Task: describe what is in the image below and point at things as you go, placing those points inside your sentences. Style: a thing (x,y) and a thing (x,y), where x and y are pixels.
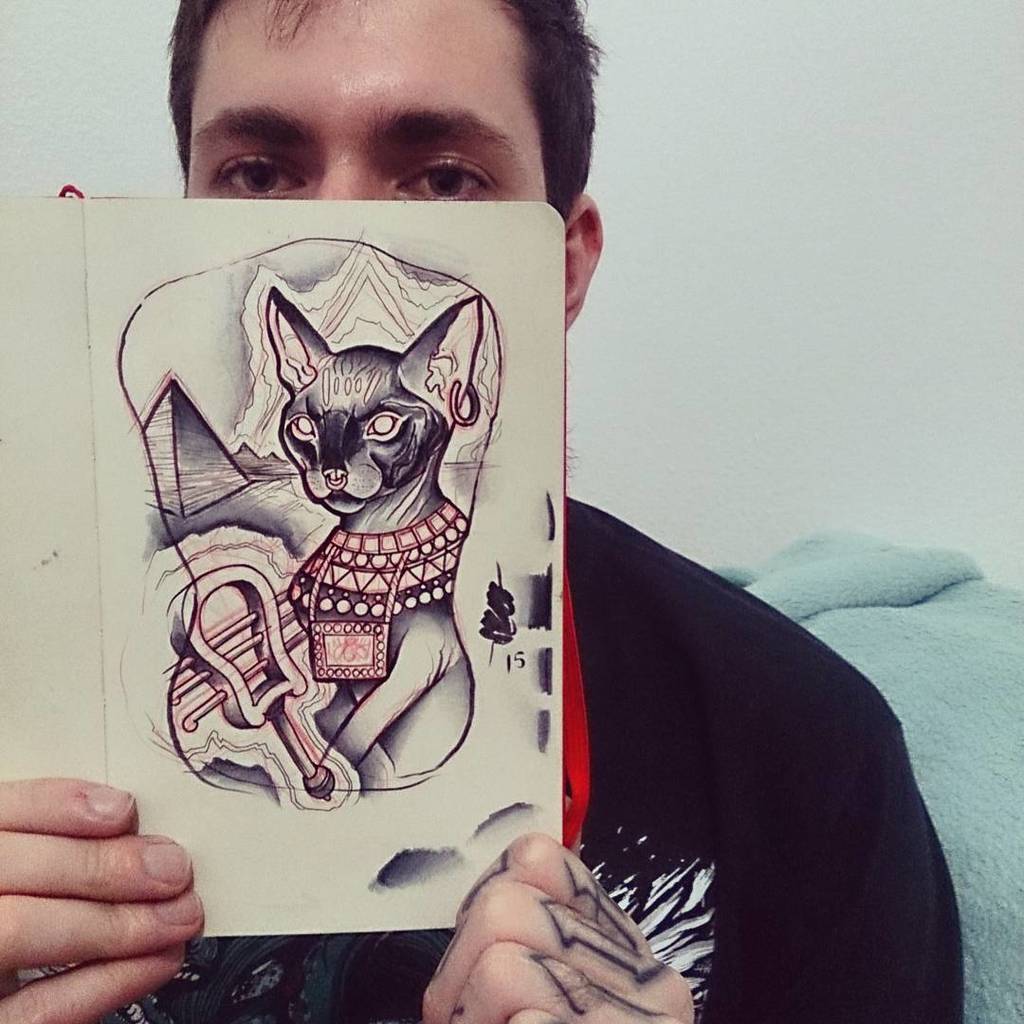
Background (807,323) portion of the picture is in white color and it seems like the wall (703,233). In this picture we can see a man (547,169) holding a book (485,691). We can see an art (388,733). On the right side of the picture (943,660) we can see the blanket (945,646).
